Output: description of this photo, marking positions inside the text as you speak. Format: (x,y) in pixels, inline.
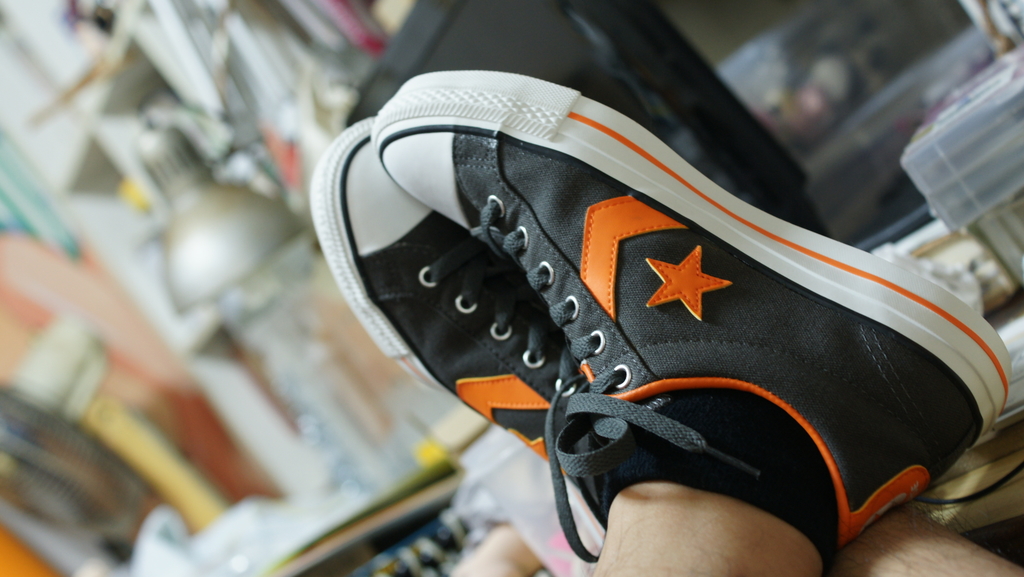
In this image I can see the person's legs (720,506) with the shoes (471,346). I can see these shoes (555,337) are in black, white and an orange color. In the background (321,351) I can see few boxes (842,189), lamp (199,236) and many objects (265,125). But the background (154,257) is blurred.
